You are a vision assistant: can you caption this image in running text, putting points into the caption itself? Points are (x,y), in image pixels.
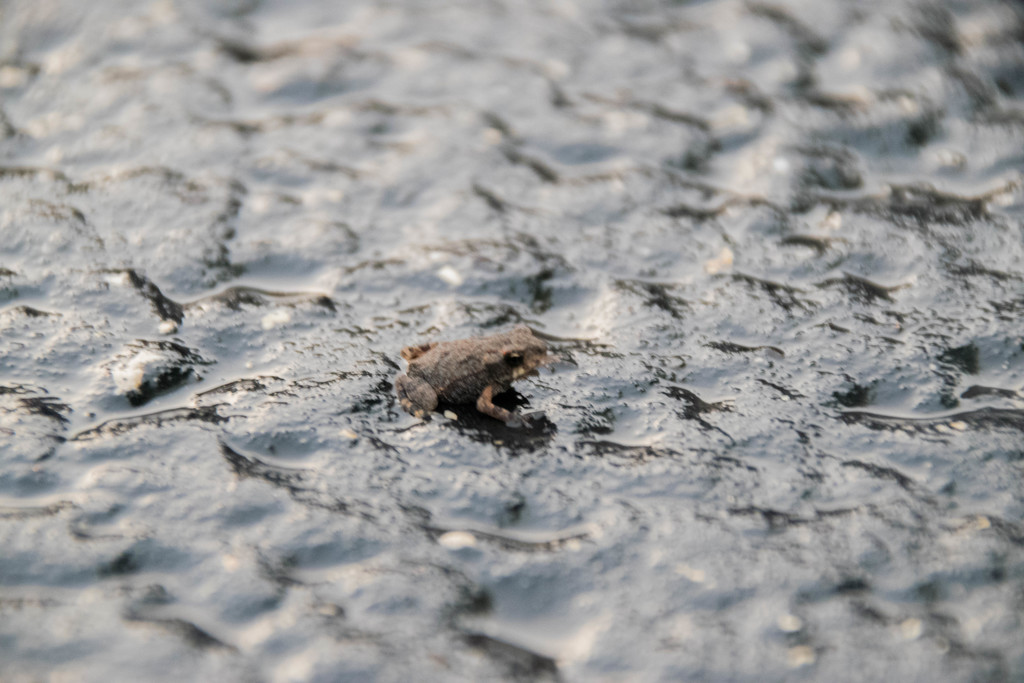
In this image, I can see a frog (499,386) on the rock (394,300).
